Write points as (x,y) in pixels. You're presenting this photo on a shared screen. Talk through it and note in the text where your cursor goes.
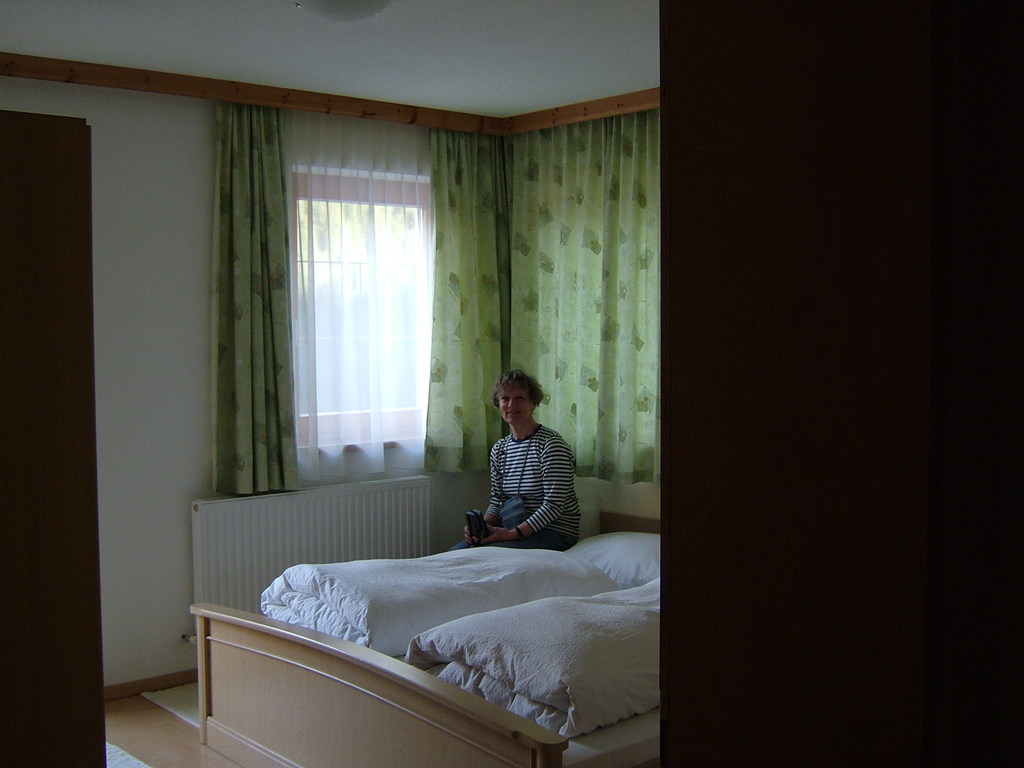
This picture is of inside the room (643,659). In the center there is a bed (339,565) on the top of which blankets (560,572) and a pillow (656,563) is placed. There is a woman (546,472) sitting and smiling. In the background (130,241) we can see a wall (118,166), a window (354,209) and curtains (461,267).
